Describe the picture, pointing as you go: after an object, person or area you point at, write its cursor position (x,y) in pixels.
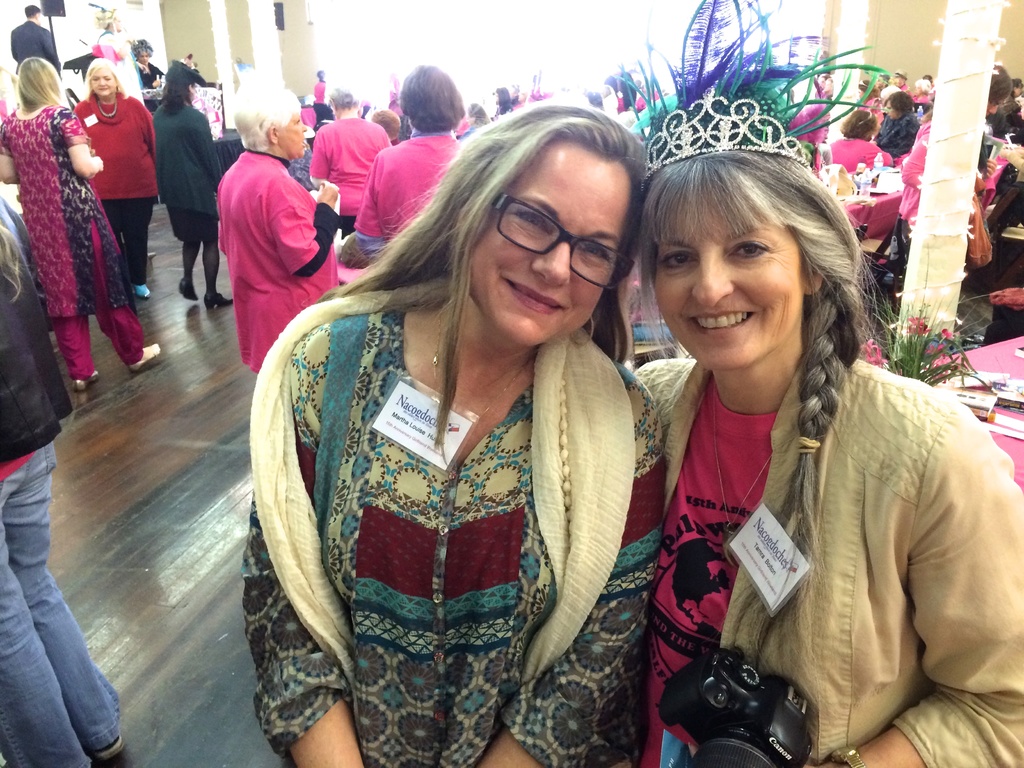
In this picture we can see two women (305,431) wore ID Cards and smiling. One woman (737,306) wore a crown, holding a camera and another woman (520,295) wore spectacles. In the background (64,142) we can see a group of people (311,221) on the floor (209,449), pillars (265,49), walls (244,32), lights (912,297), chairs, tables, bottles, clothes (876,146) and some objects (838,166).
